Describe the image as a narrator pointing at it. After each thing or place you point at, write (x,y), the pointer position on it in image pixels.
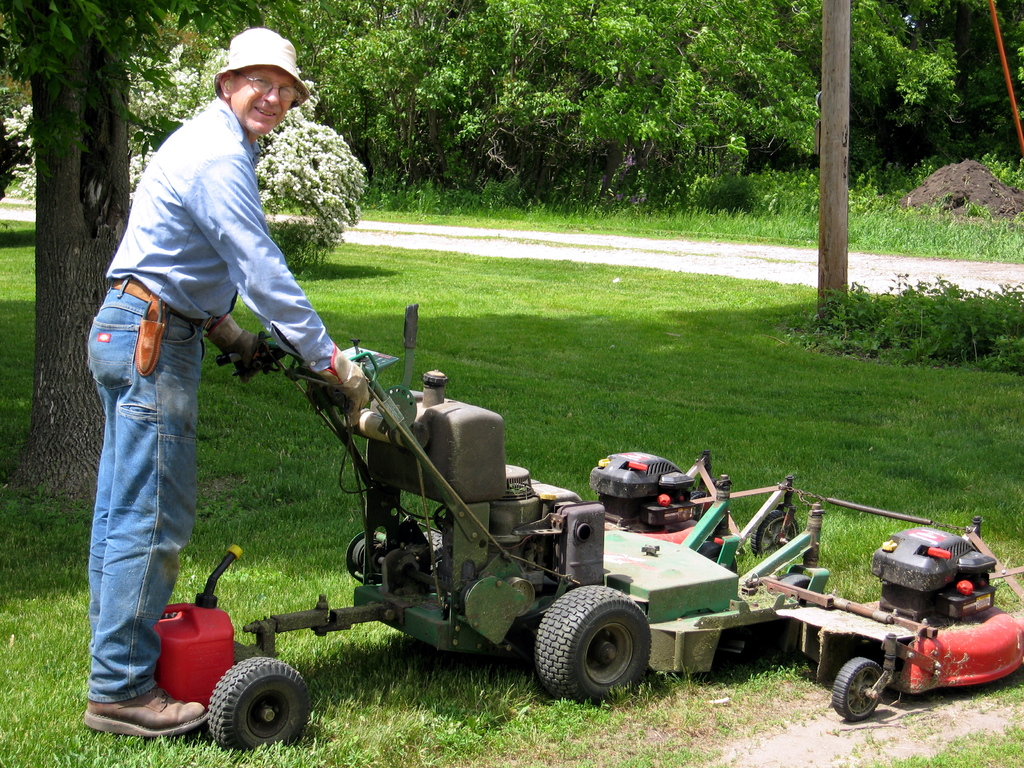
In this image we can see a man (190,407) standing and holding a lawn mower (402,454). At the bottom (478,675) there is grass (535,362). In the background (655,9) there are trees (560,186).
